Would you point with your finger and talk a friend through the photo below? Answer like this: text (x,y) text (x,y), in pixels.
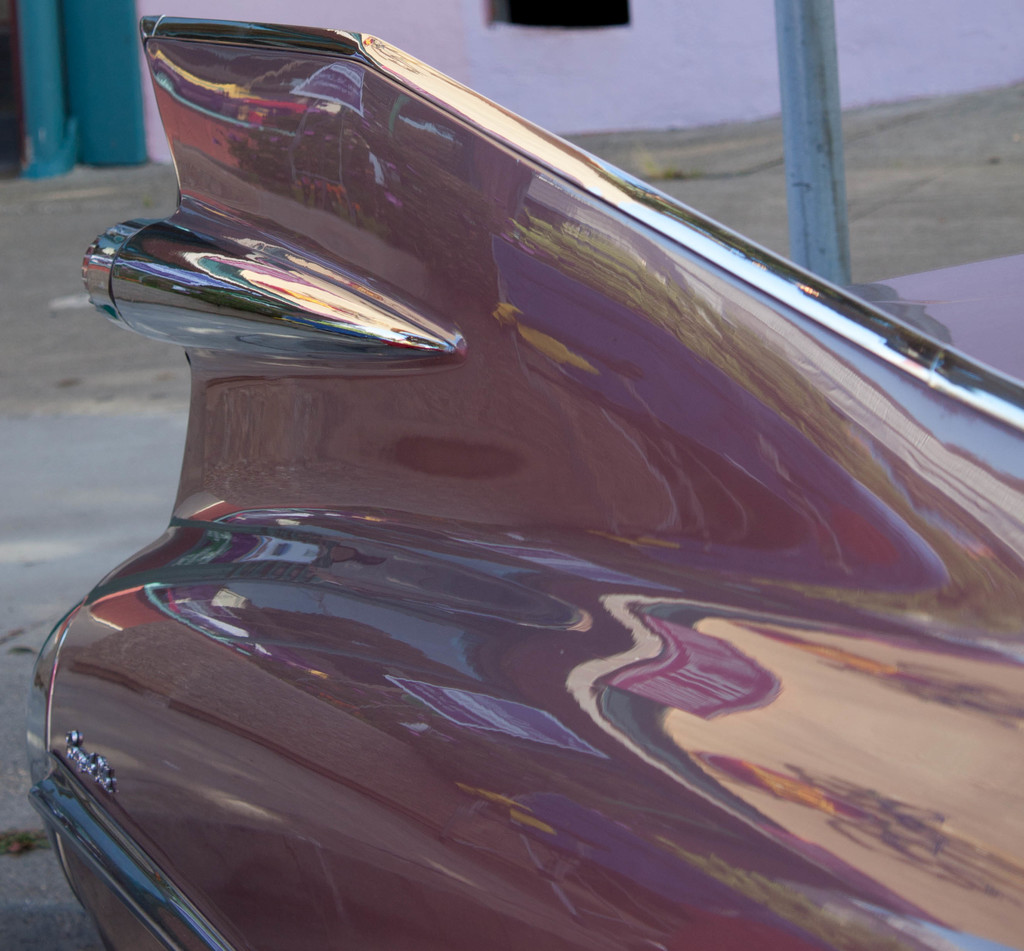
In this image in the front (465,485) there is a car (613,537), in the background (813,175) there is a pole (822,112) and there is a wall (401,11).
